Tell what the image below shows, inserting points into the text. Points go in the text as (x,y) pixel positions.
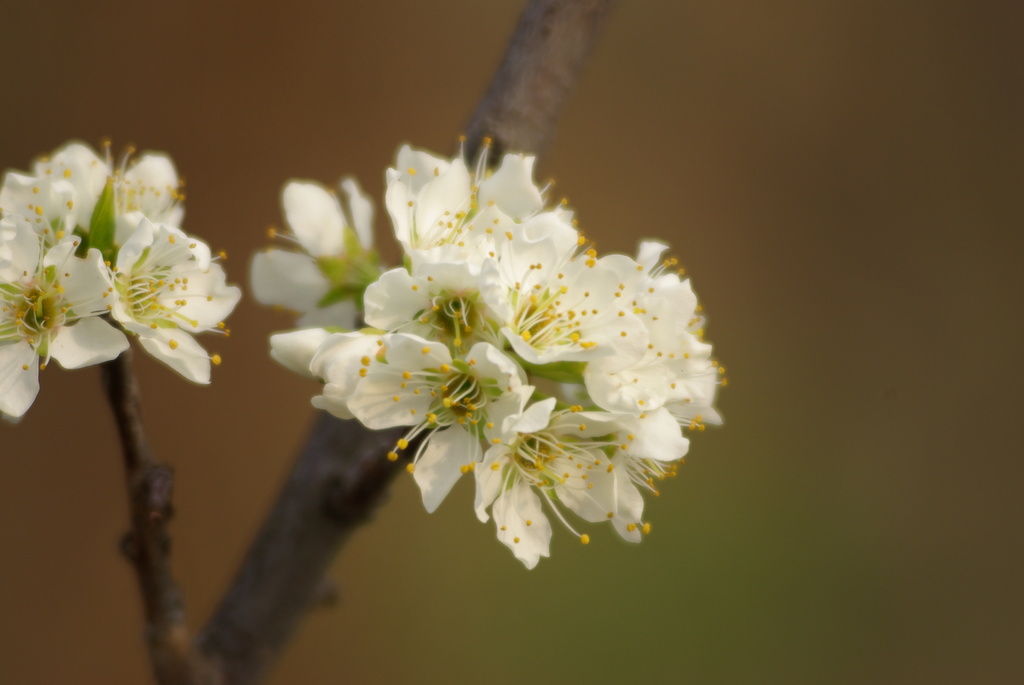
Here in this picture we can see flowers (178,291) present on the branches (151,586) of a plant (146,594) over there.
